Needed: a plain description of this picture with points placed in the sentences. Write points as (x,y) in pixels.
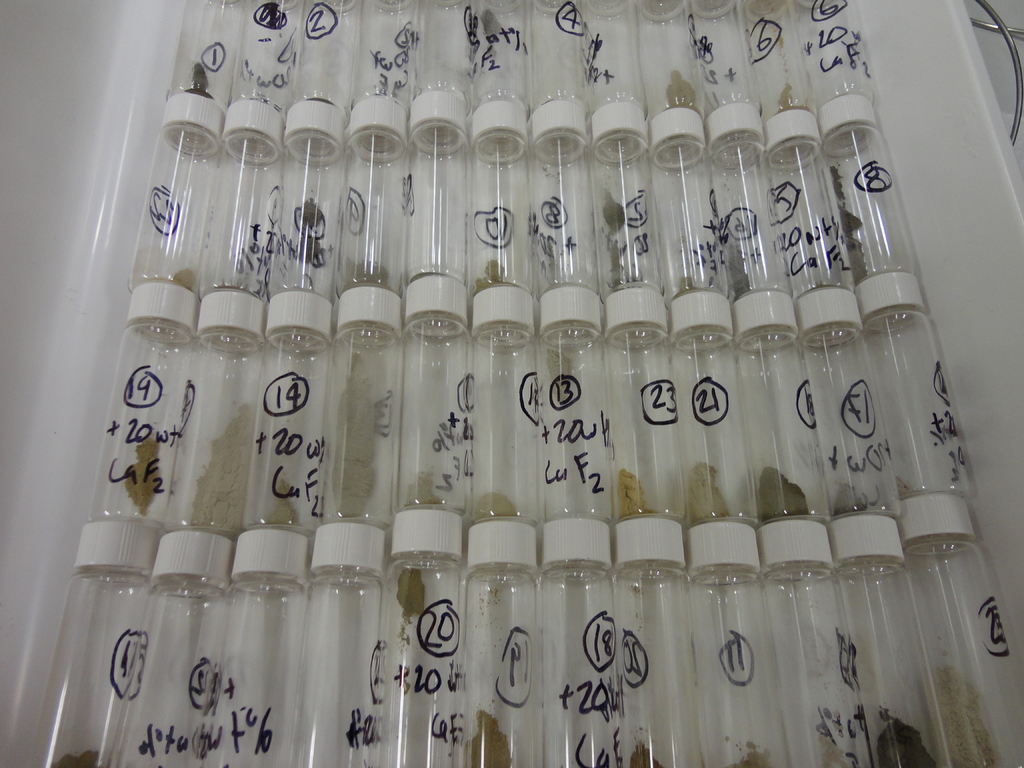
In the center of the image (469,454) we can see the bottles (672,404) and we can see some text (529,399) and chemicals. In the background of the image (5,262) we can see the wall (62,46). In the top right corner (1019,84) we can see the rods (980,23).
